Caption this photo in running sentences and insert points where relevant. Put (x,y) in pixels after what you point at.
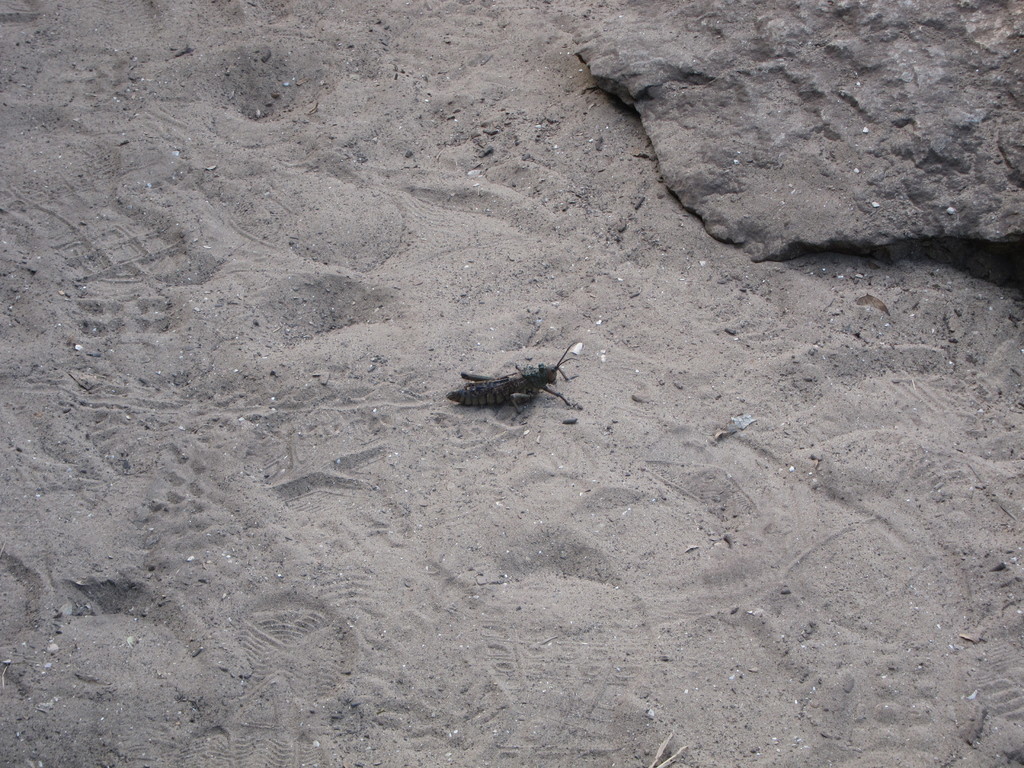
In this image I can see sand (537,329) and here I can see a black colour insect (507,375). I can also see number of footprints (346,481) over here.
